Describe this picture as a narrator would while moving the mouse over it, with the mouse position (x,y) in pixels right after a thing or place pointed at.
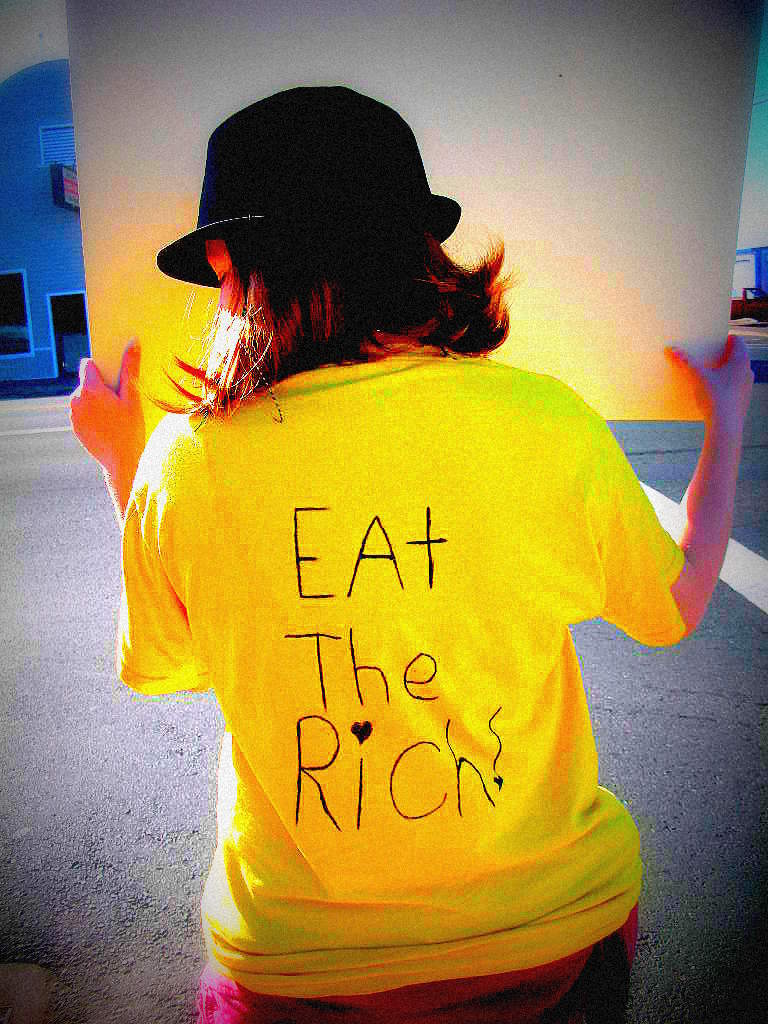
In this image I can see the person (505,294) is holding the board (478,163) and the person (304,108) is wearing black color cap (360,217) and yellow color dress (427,754). I can see the blue color building (67,270) and few objects (57,191) around.
